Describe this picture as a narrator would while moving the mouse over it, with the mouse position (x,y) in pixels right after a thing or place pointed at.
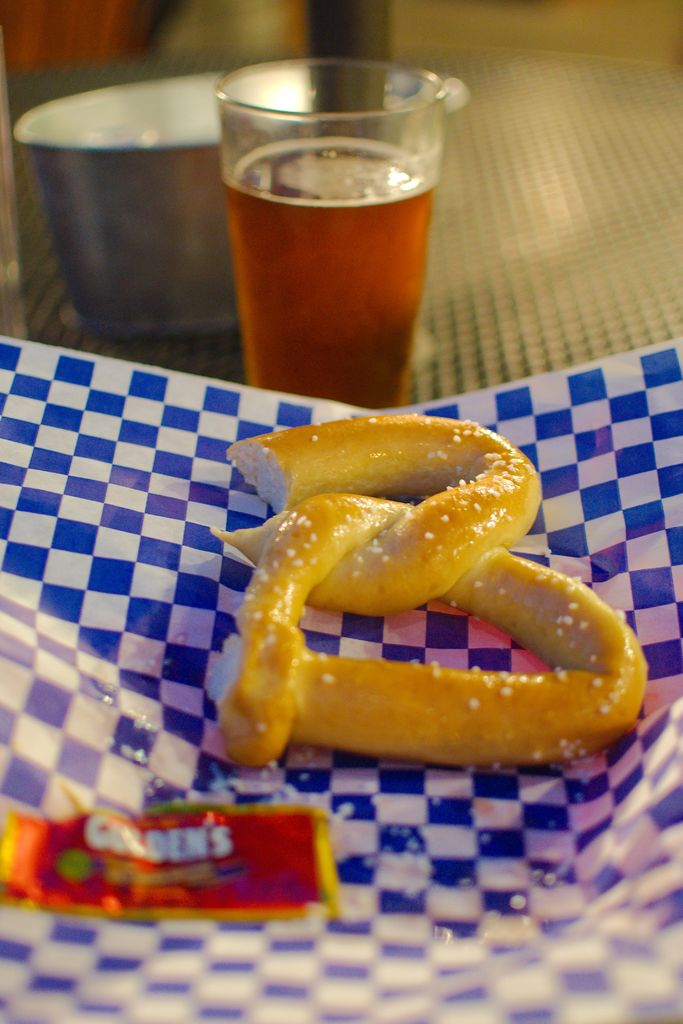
In the foreground of this image (343,637), there is a pretzel (350,668) on a cover (303,925). Behind it, there is a glass (335,263) and a bowl (185,210) and the background (297,4) image is blur.
